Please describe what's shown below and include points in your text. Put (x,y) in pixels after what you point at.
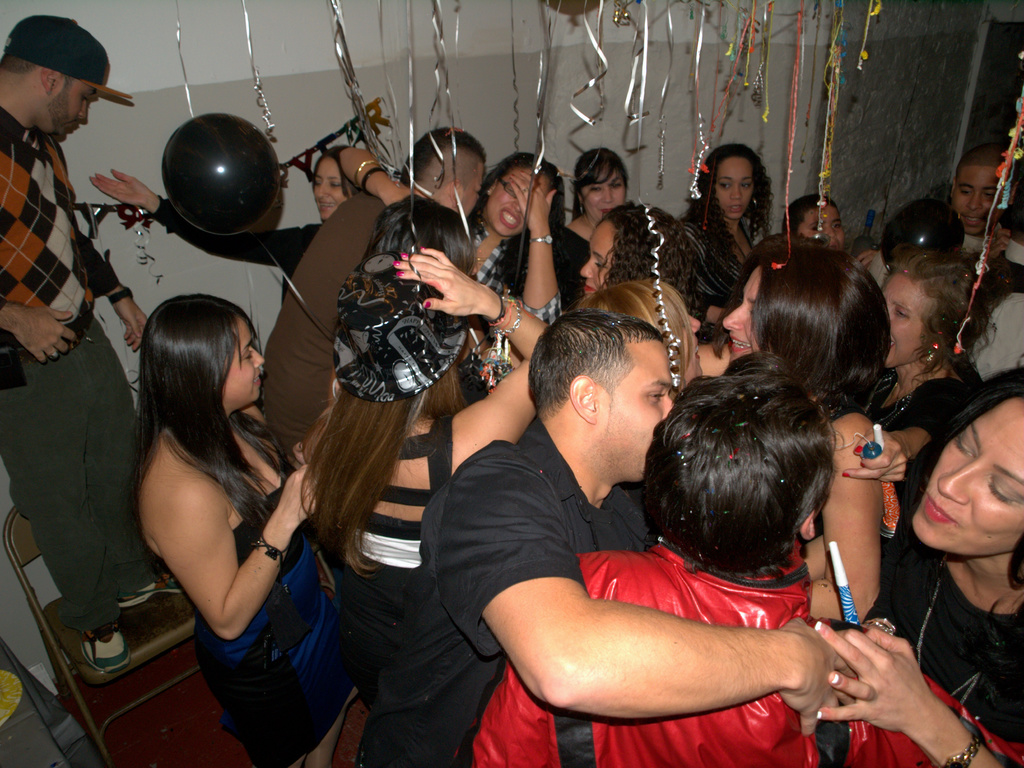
In this image, we can see persons (898,411) wearing clothes (85,556). There are decors (408,110) at the top of the image (714,114). In the background (206,275), we can see a wall (688,137). There is a person (55,266) on the left side of the image (83,307) standing on the chair (144,628).
